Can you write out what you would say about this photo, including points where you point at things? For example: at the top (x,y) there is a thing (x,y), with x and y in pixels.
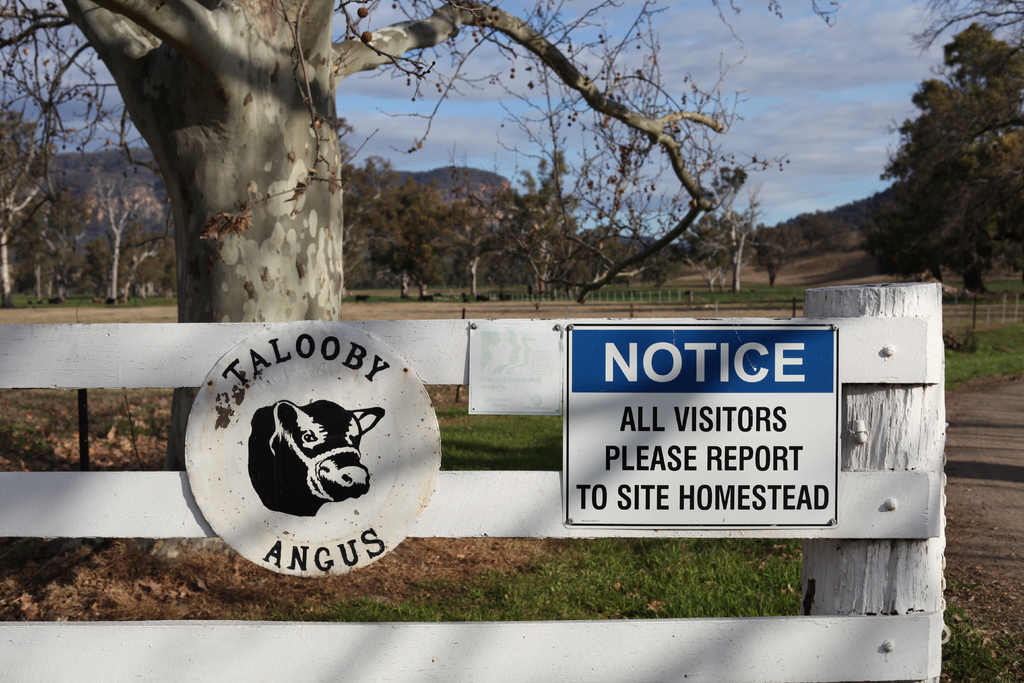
In the foreground of this image (504,500), there is a wooden railing (504,503) and few boards (628,421) on it. Behind it, there is a tree (261,227). In the background (567,244), there are trees (436,229), and, mountains (446,179), sky (478,110) and the cloud (829,57).
